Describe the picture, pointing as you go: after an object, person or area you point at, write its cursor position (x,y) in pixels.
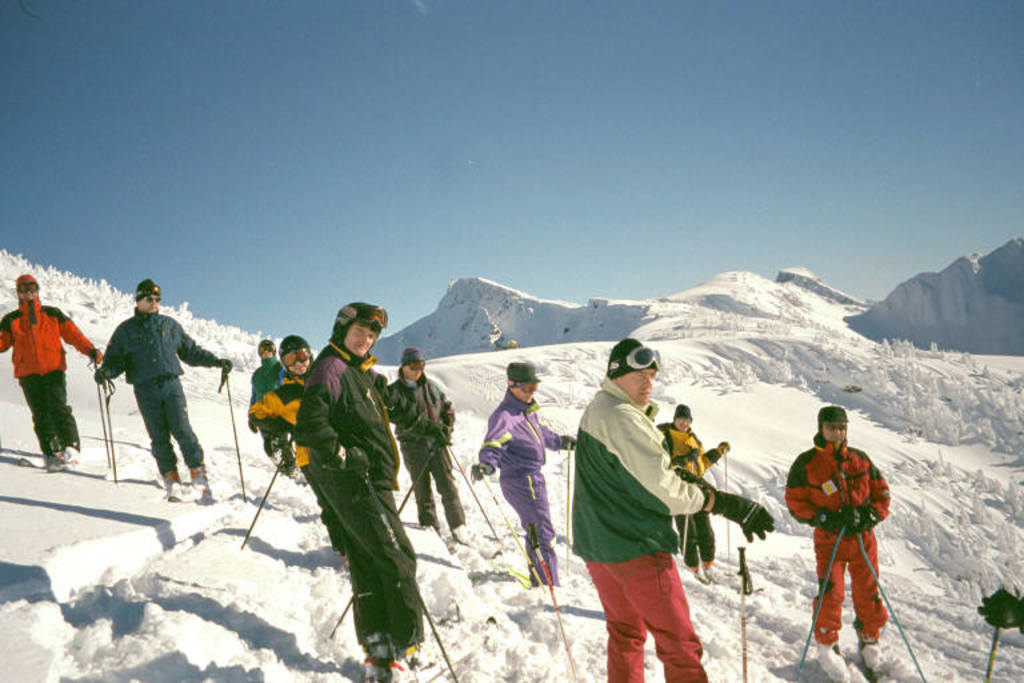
In this picture there are people (874,473) standing and holding sticks (239,453) and wearing caps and goggles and we can see snow (635,314). In the background of the image (383,232) we can see the sky (341,232).
